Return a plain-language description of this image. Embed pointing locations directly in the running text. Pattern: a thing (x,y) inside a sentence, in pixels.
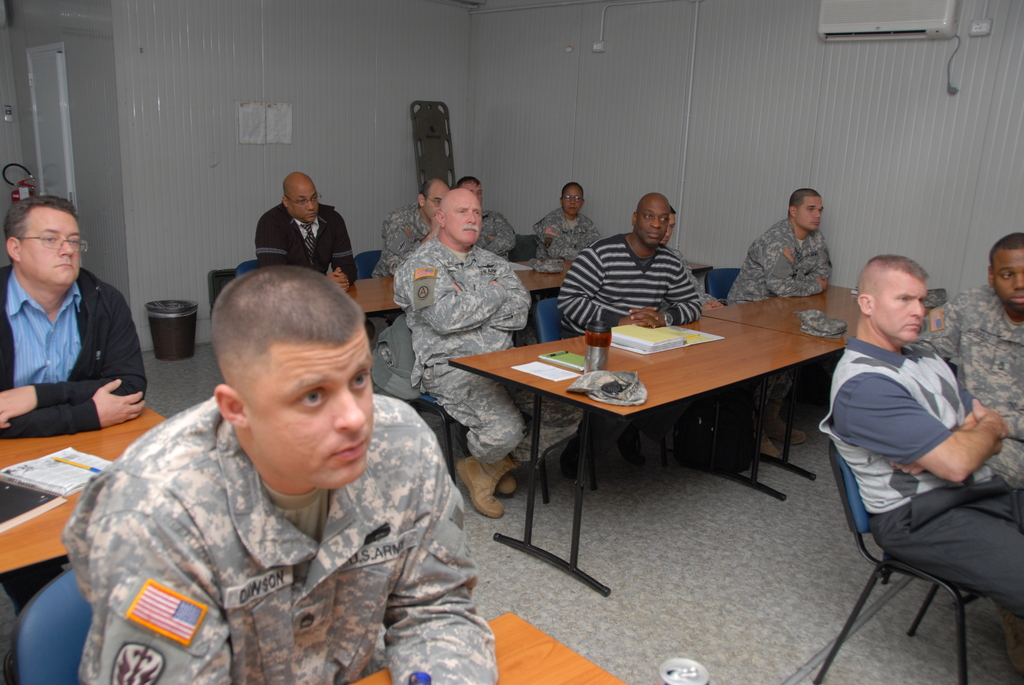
This picture is clicked inside a conference room (587,538) and front we see a man (245,476) in the uniform (246,607) sitting on the chair (79,622). Behind him, we see the other man (31,374) wearing black jacket (93,311) and spectacles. right of him, we see many people (767,251) sitting on the chair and even we see tables (612,354). On table (540,351) we can see bottle (605,344), pen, book (633,345). Behind this people (607,286), we see a wall (187,78) which is white in color and on right top (859,39) we see air conditioner (868,25) and on the left top (10,169), we see fire extinguisher (30,193).
